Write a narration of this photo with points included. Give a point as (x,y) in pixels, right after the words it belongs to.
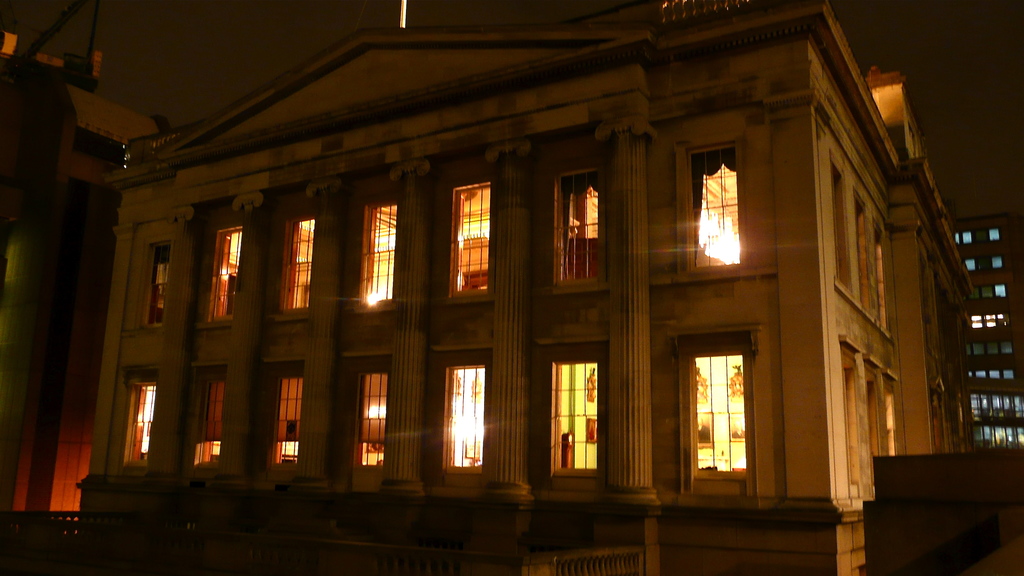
In front of the picture, we see a building (713,471) in white color and it has windows (459,403). We see the lights (467,434). At the bottom (586,557), we see the railing (334,542). There are buildings (973,397) in the background (973,397). At the top (238,75), we see the sky (224,75). This picture is clicked in the dark.
